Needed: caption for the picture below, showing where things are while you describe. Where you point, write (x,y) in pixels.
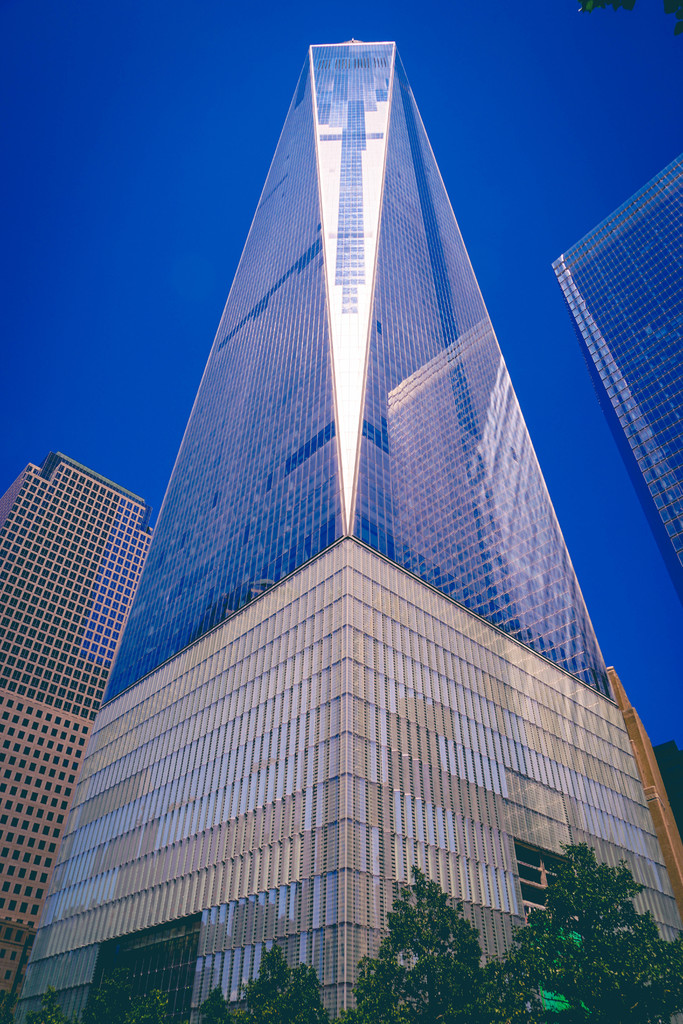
In this image we can see buildings (375,510) with glass walls (675,336). At the bottom (538,973) there are trees (545,952). In the background (534,249) there is sky (170,81).
